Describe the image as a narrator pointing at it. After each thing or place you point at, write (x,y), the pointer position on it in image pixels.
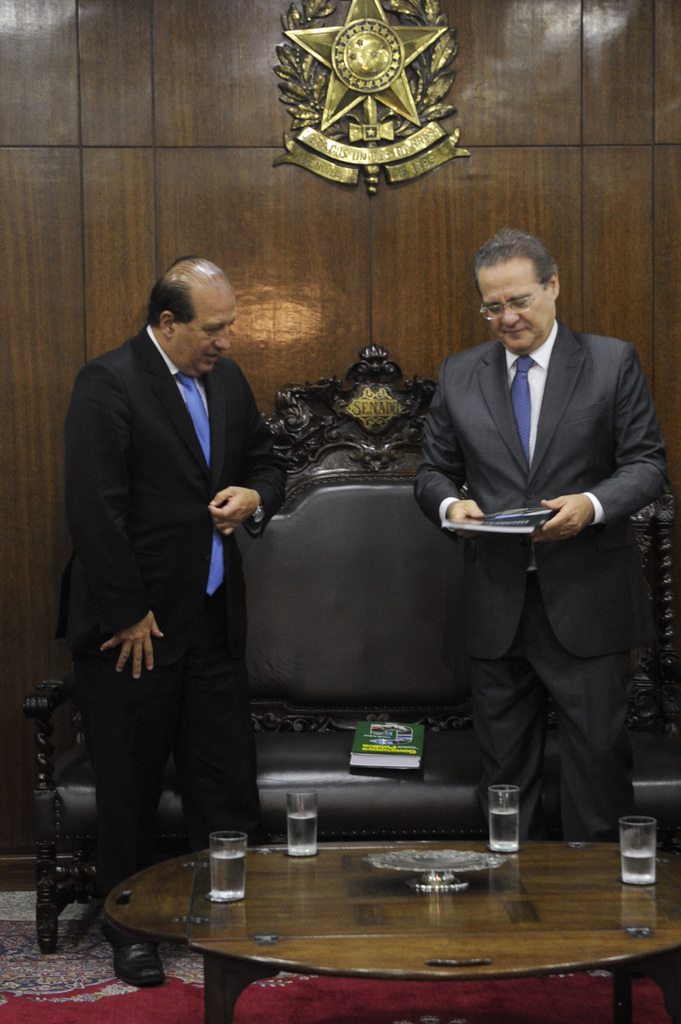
In the image the two persons (199,770) behind the persons (498,697) one big chair (376,808) is there and the persons (171,723) are standing on the floor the room (293,254) has the chair (352,631) and table (406,886) and the table (416,874) consist of 4 glasses (225,886).
